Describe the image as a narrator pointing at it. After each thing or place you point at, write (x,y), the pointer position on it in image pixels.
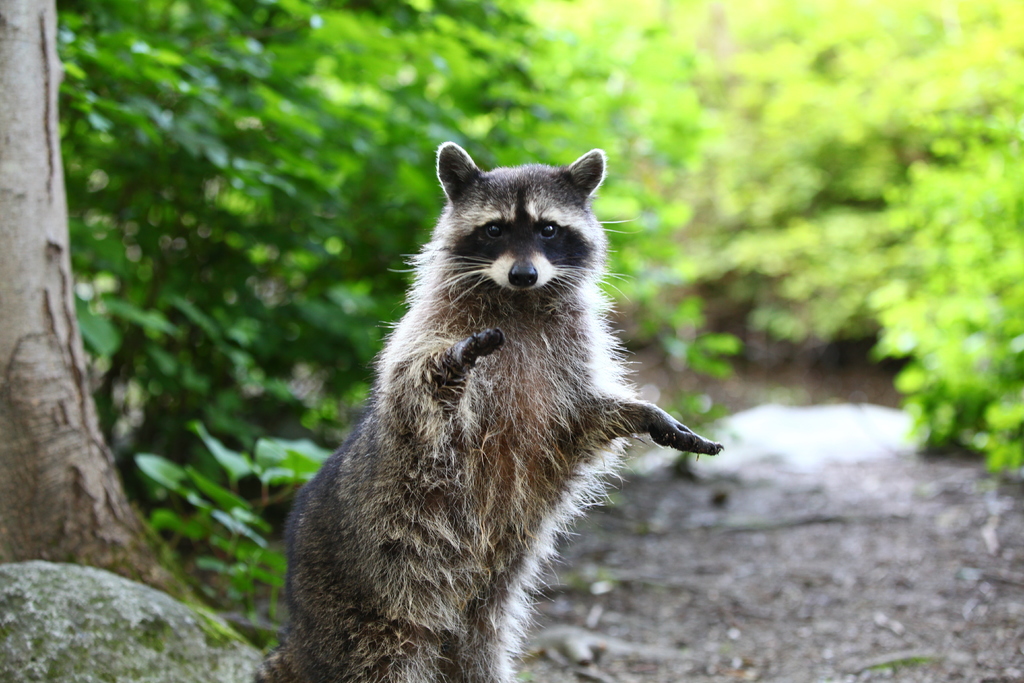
In the picture we can see a animal (544,459) standing beside it we can see a rock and a tree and behind the animal (473,612) we can see plants (764,203).
